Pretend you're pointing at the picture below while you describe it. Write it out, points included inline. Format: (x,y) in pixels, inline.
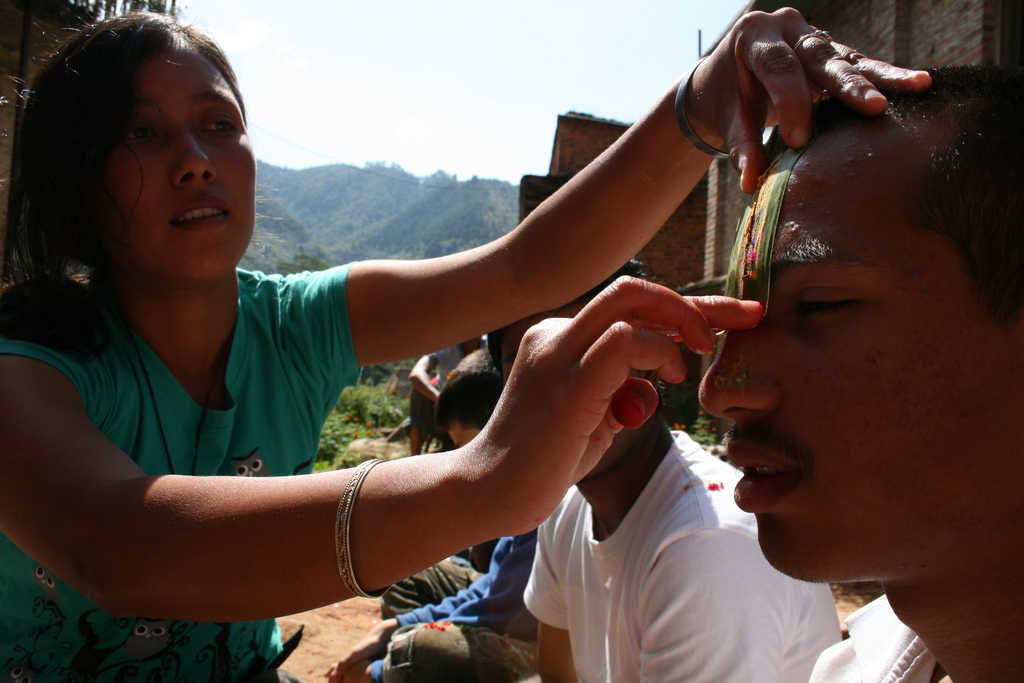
In the foreground of this image (193,354), on the left (193,399), there is a woman (89,186) holding the head (816,384) of a man (841,334) with an object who is on the right (928,417). In the background (575,576), there are few people (508,585), buildings (915,25), trees (363,212), mountains (406,171) and the sky (429,80).
